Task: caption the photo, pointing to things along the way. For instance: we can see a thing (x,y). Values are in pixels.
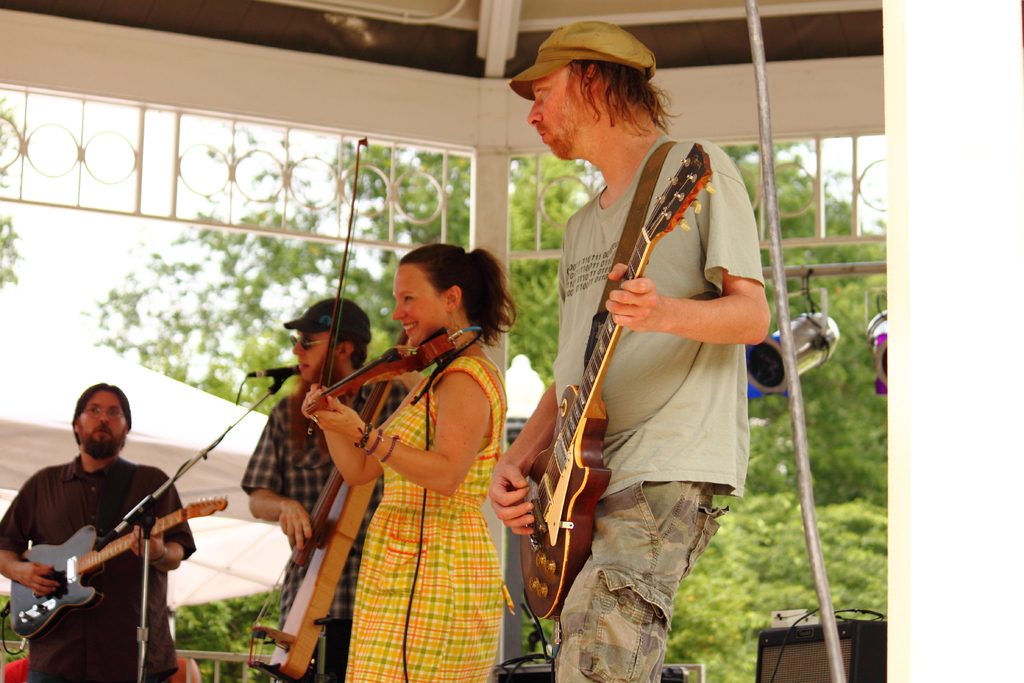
This picture is clicked under the gazebo (802,32). On the right corner (772,356) there are focusing lights (870,347) that are hanging. In the bottom right (798,648) there is a speaker (849,659) which may be placed on the ground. On the left corner (97,477) there is a Man (113,577) standing and playing Guitar (65,563) and next to him there is another man (305,356) standing, playing bass (310,597) and seems to be singing. In the center (461,353) there is a Woman (405,511) standing, smiling and playing Violin (392,373). On the right (688,384) there is a Man (627,145) standing and playing guitar (574,407). On the left (150,507) there is a microphone (266,377) which is attached to the stand (143,679). In the background (257,250) we can see the trees (460,196) and the sky (836,147).
